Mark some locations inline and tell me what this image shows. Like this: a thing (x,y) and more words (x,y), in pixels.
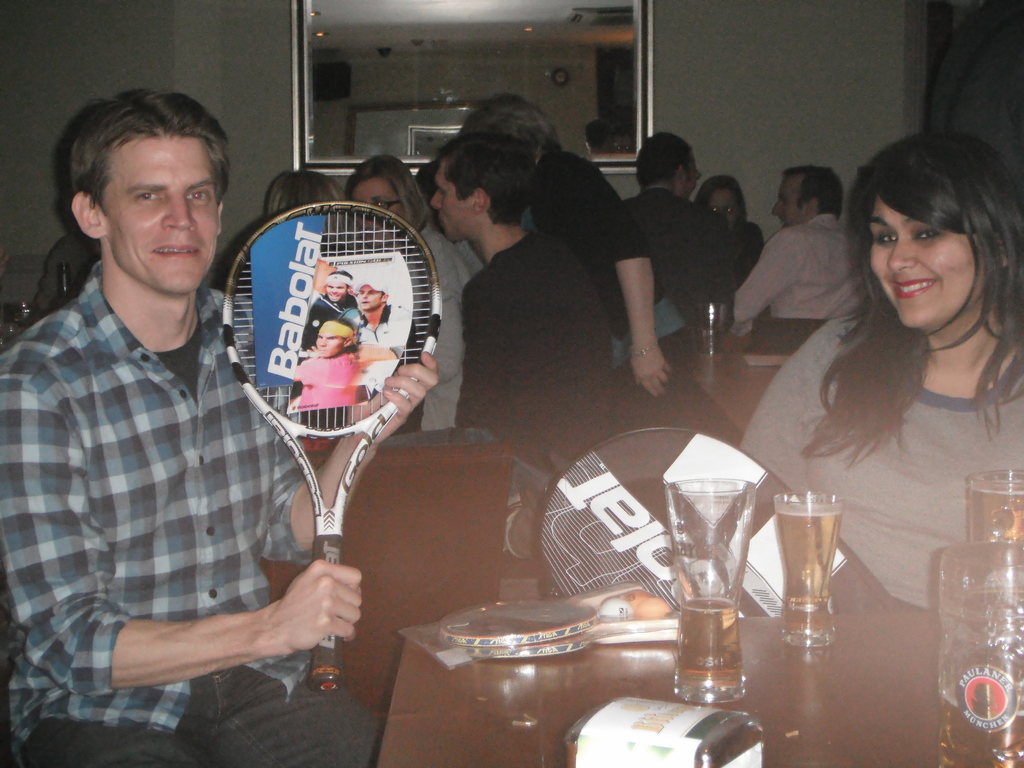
In this image there are group of people (191,250) sitting on the chair (394,520). On the table (557,730) there is a glass (713,593) and the man (116,468) is holding a racket (323,518).
